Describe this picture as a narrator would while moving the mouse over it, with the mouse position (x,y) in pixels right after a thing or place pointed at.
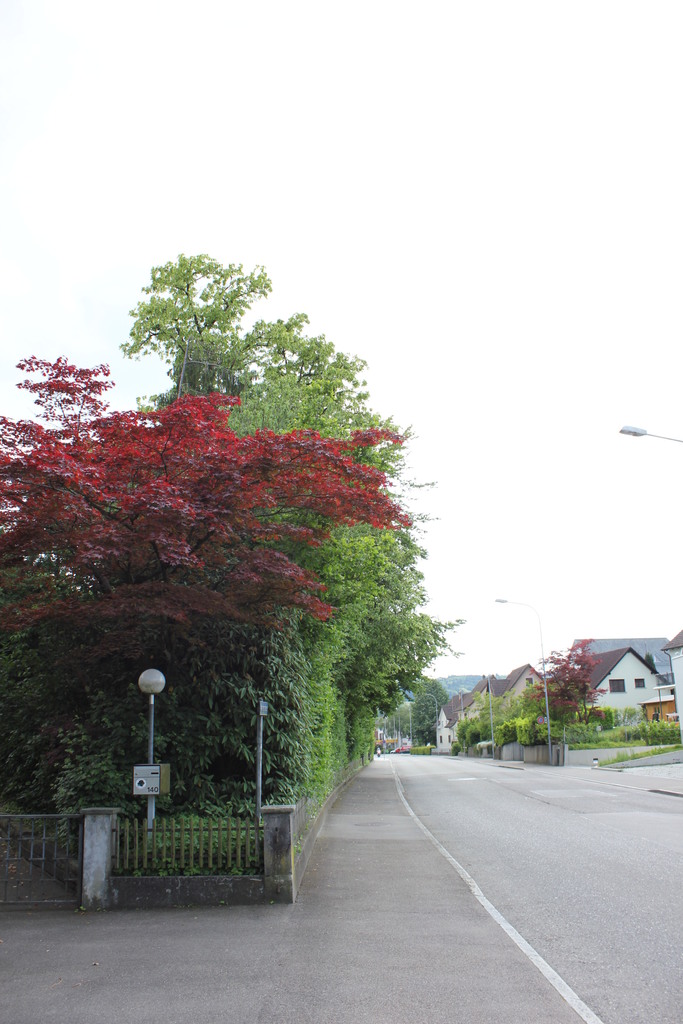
In this picture we can see few trees (292,656), poles (494,751), lights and fence (267,867), in the background (644,646) we can see few houses (616,674).
